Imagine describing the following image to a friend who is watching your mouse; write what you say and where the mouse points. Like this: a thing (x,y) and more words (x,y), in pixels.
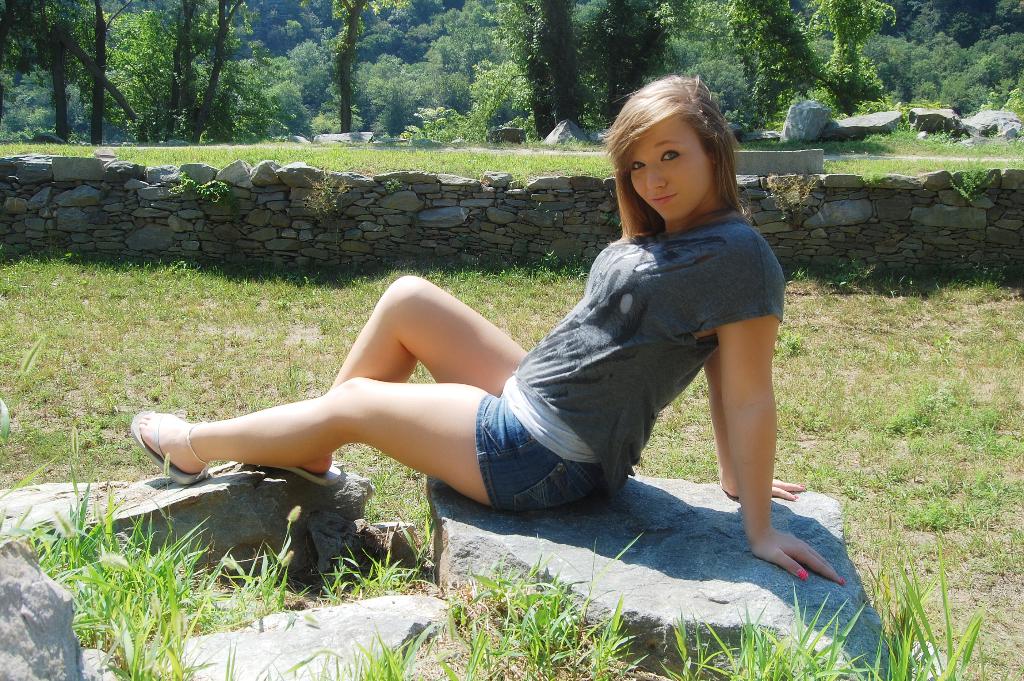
In this image, we can see a person (565,384) sitting. We can see the ground (300,372). We can see some grass (949,440), plants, trees (627,47), stones (934,115). We can also see the wall (443,219).
